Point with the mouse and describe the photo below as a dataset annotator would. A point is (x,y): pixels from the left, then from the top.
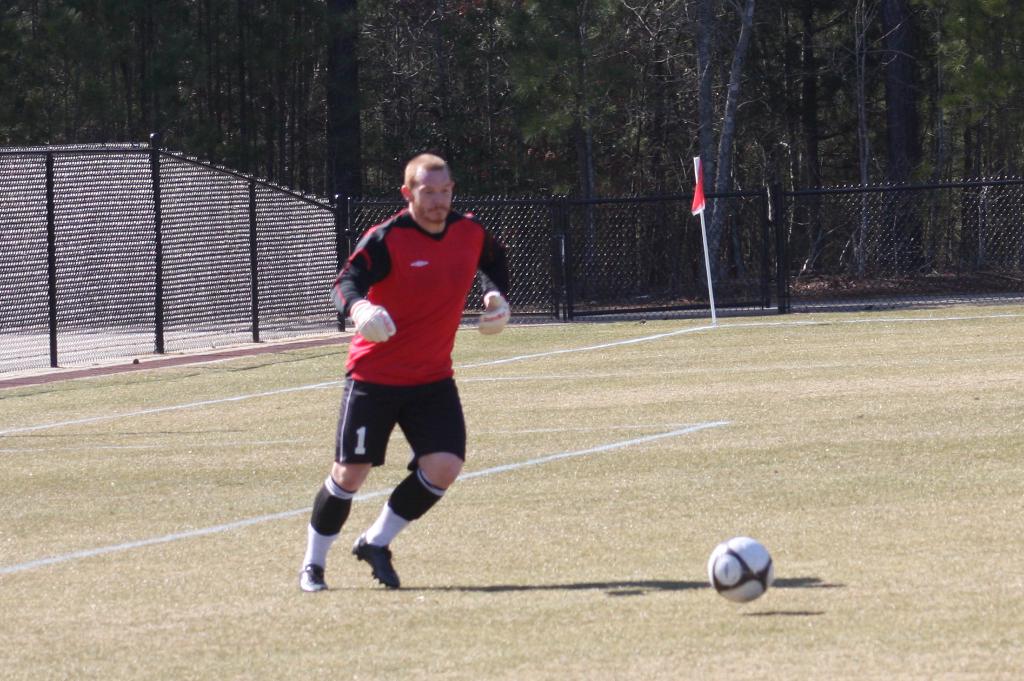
In this image we can see a person (369,339) wearing a red color T-shirt (362,293). There is a football (745,544). In the background of the image (970,233) there is fencing (666,231). There is a flag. There are trees (497,112). At the bottom of the image (361,616) there is grass (439,603).
